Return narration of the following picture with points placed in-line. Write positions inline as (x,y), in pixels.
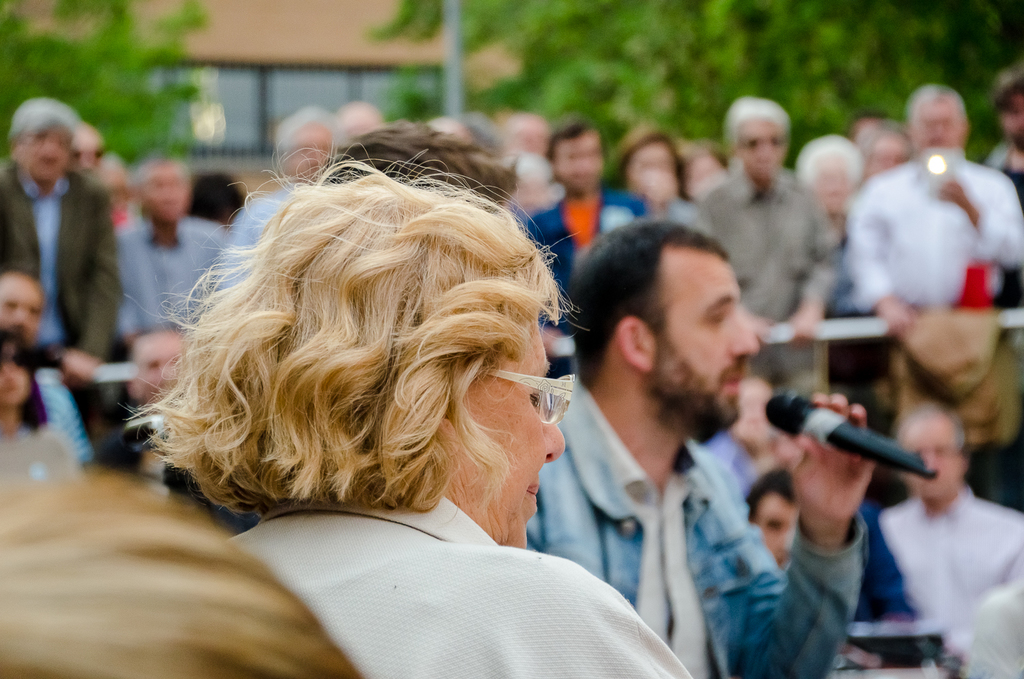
in this image there is a person (505,480) with white color spectacles (542,412), another man (799,676) holding a mike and at the back ground (764,256) there are group of people (762,239) standing, building (286,6), pole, tree (526,67).
